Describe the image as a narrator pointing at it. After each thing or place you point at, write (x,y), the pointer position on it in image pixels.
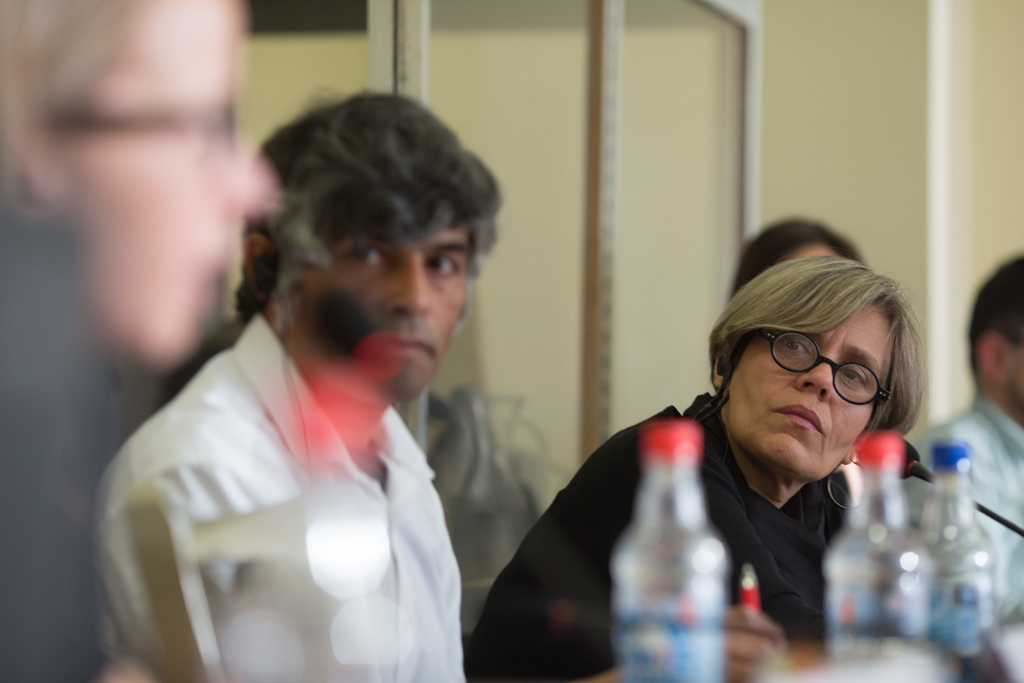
In the image there is a woman (776,457) sitting in front a mic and beside the woman (809,461) few other people (394,296) were also sitting but their images are blurred and beside the mic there are few water bottles (951,465).
